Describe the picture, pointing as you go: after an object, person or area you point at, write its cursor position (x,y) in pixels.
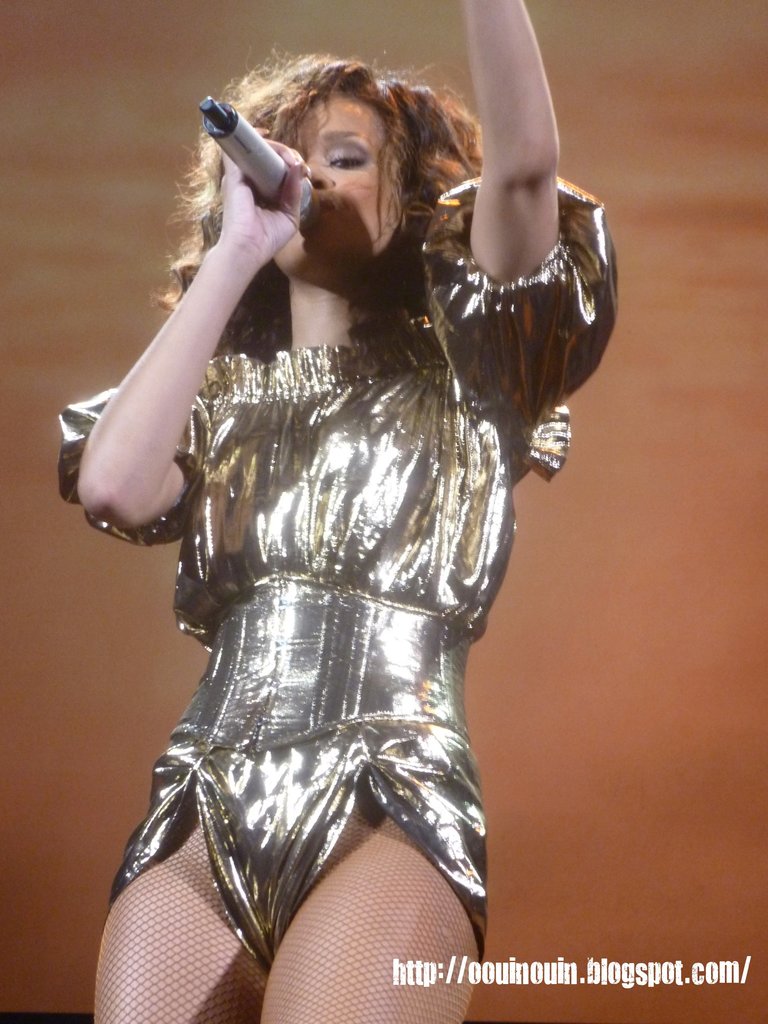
In this image I can see a woman (532,94) is holding a mike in hand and a text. The background (720,548) is brown in color. This image is taken may be on the stage (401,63).
